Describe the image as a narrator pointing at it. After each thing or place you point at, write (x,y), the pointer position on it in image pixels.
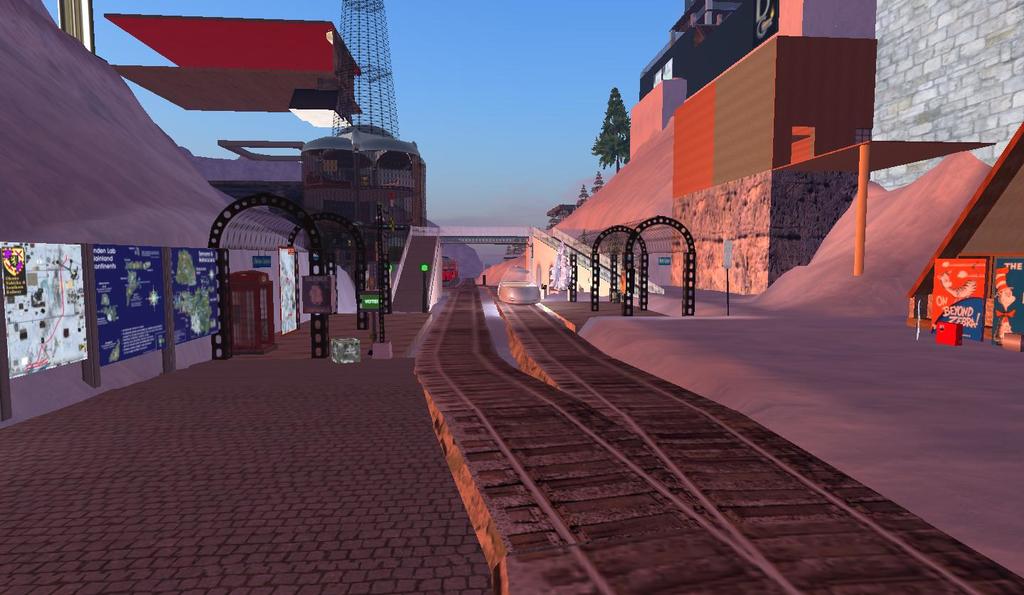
In this image I can see the digital art of the railway station (346,267). I can see 2 railway tracks (544,395), the platform (357,366), few banners (156,295), a signal pole (425,293) and a train (454,276). In the background (416,239) I can see a bridge (448,231), a building (339,166), few trees (615,139) and the sky (491,93).
